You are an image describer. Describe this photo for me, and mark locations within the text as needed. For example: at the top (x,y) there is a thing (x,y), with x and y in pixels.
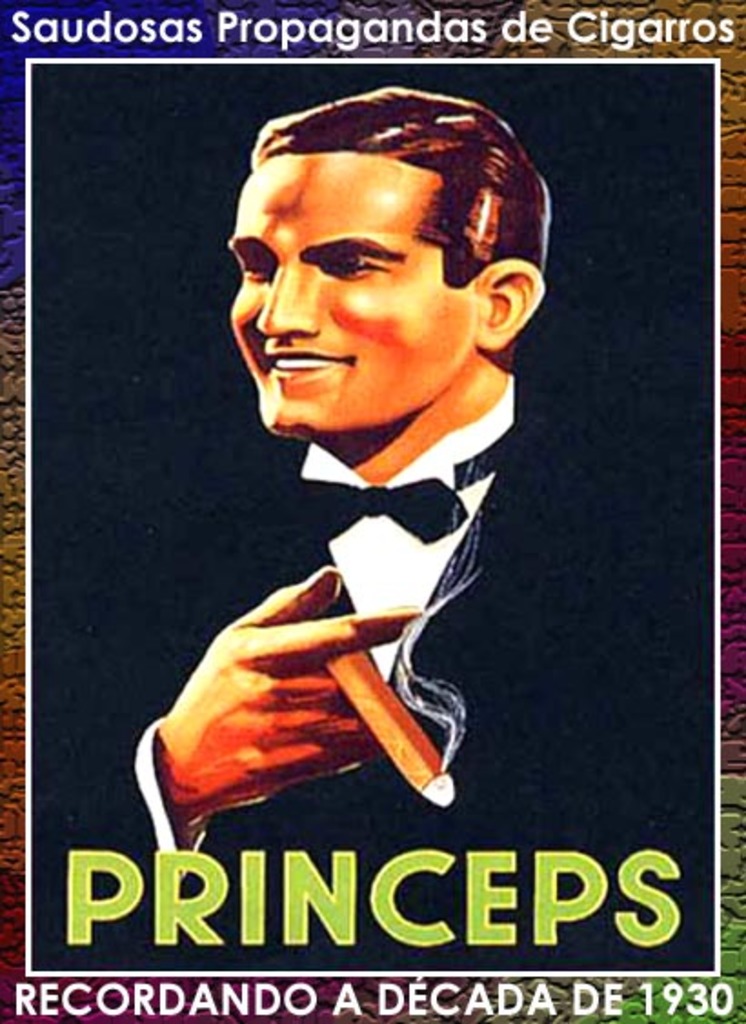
In this image, we can see a poster (282,34), on that poster (305,714) we can see a man (203,793) and some text (318,871) on the poster (318,871).
